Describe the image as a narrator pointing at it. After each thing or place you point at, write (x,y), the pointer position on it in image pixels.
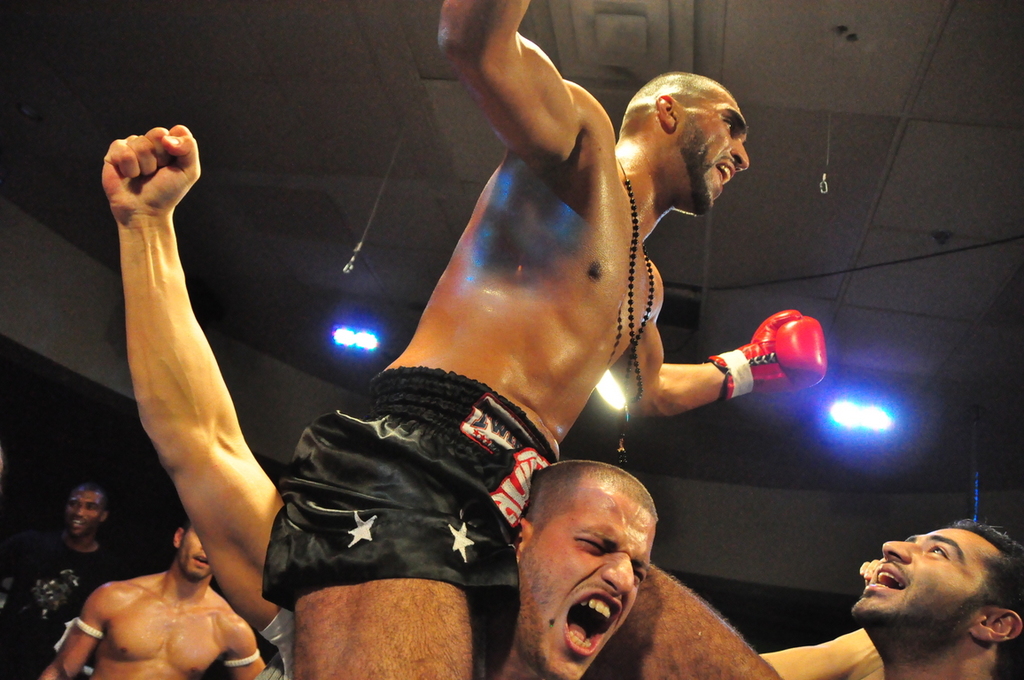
In this image we can see the people (377,558) standing. At the top (873,148) we can see the ceiling (308,229) with lights (844,406).
